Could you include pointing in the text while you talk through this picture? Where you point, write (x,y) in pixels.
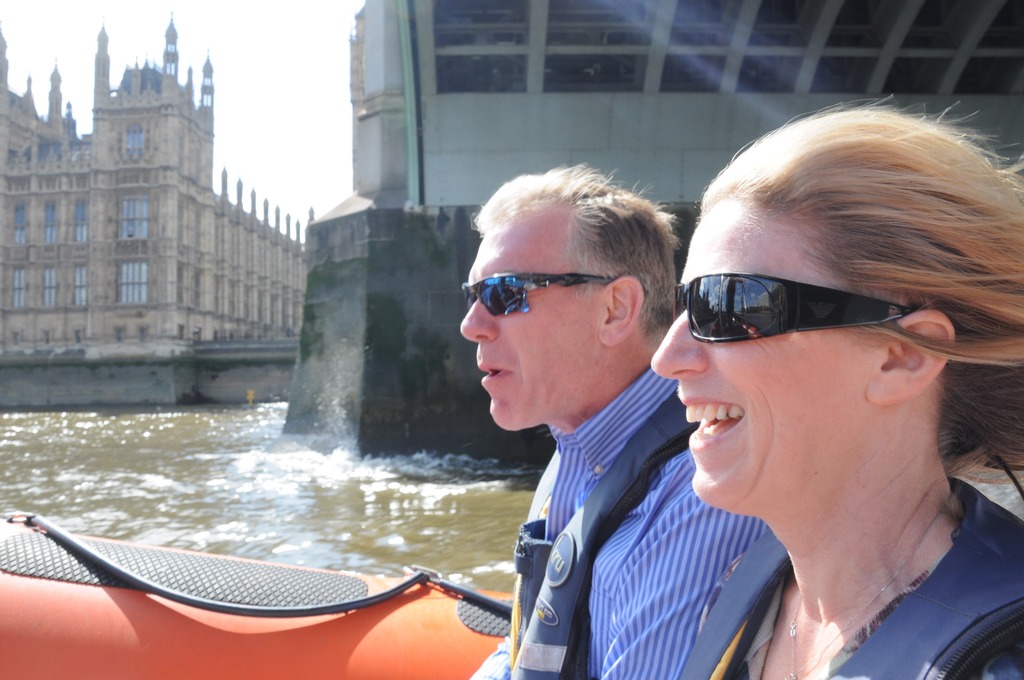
In this image in the front (533,373) there are persons (542,497) sitting on a boat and smiling. In the center (356,446) there is water (302,501) and in the background (114,205) there is a castle (175,247) and on the right side (727,107) there is an object (533,126) which is white in colour and there is a wall (387,283).
